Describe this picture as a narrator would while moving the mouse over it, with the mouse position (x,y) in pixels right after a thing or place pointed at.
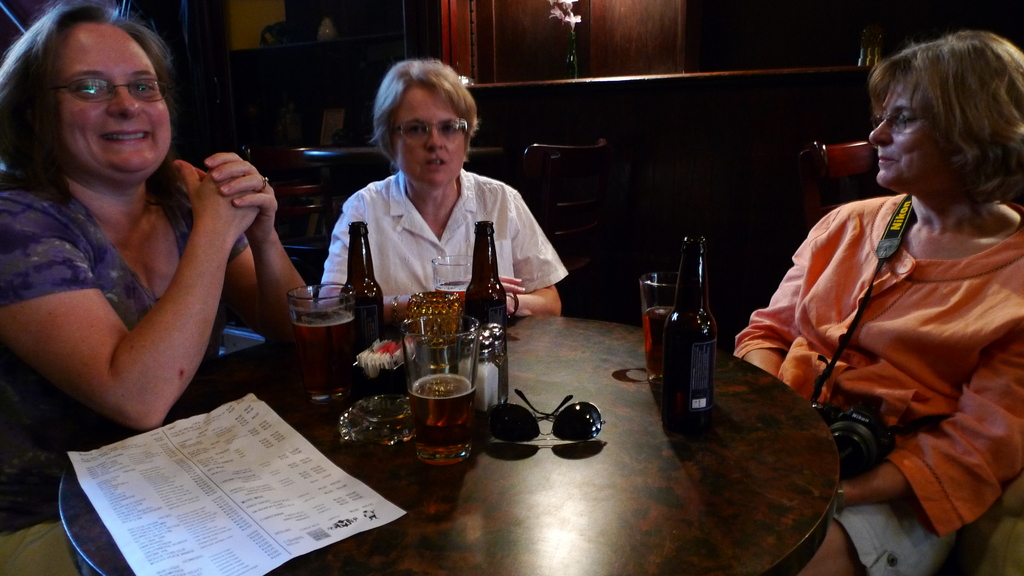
There are three ladies (221,214) sitting around a table (495,456). A lady (934,331) in orange t shirt (936,347) is wearing a camera (857,426). On the table (598,468) there is a goggles (556,421), glasses (430,373), bottles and a paper (293,479). in the background (633,83) there is a wall (503,39). There is a table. On the table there is a glass (568,61) with flower (563,14). and all ladies (880,138) are wearing specs (421,126).
